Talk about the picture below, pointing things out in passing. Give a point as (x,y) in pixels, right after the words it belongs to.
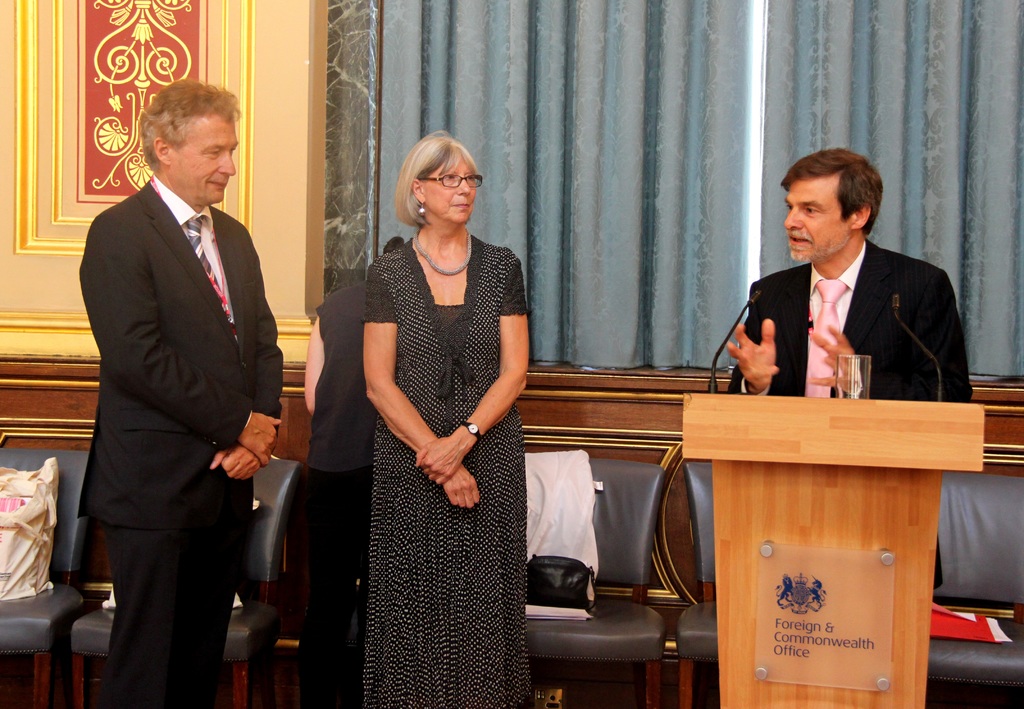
In this image, there are a few people (126,561). We can see some chairs (620,561) with objects (39,555). We can also see the podium (734,457) and some microphones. We can also see a glass (854,387) and the wall (367,105). We can see some curtains (653,29).
